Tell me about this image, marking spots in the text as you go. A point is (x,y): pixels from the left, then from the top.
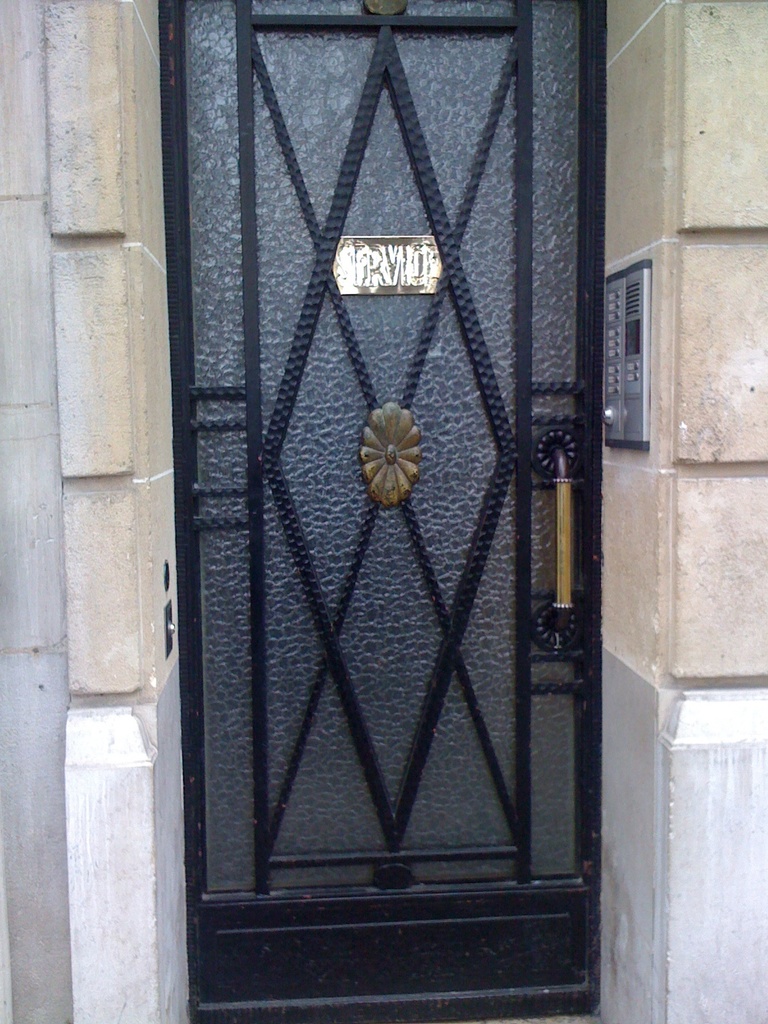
In this image there is a wall (168,806) having a door (485,678). A machine (636,398) is attached to the wall (714,400). There is a board (351,283) attached to the door (434,364). On the board (378,265) there is some text (368,283).
